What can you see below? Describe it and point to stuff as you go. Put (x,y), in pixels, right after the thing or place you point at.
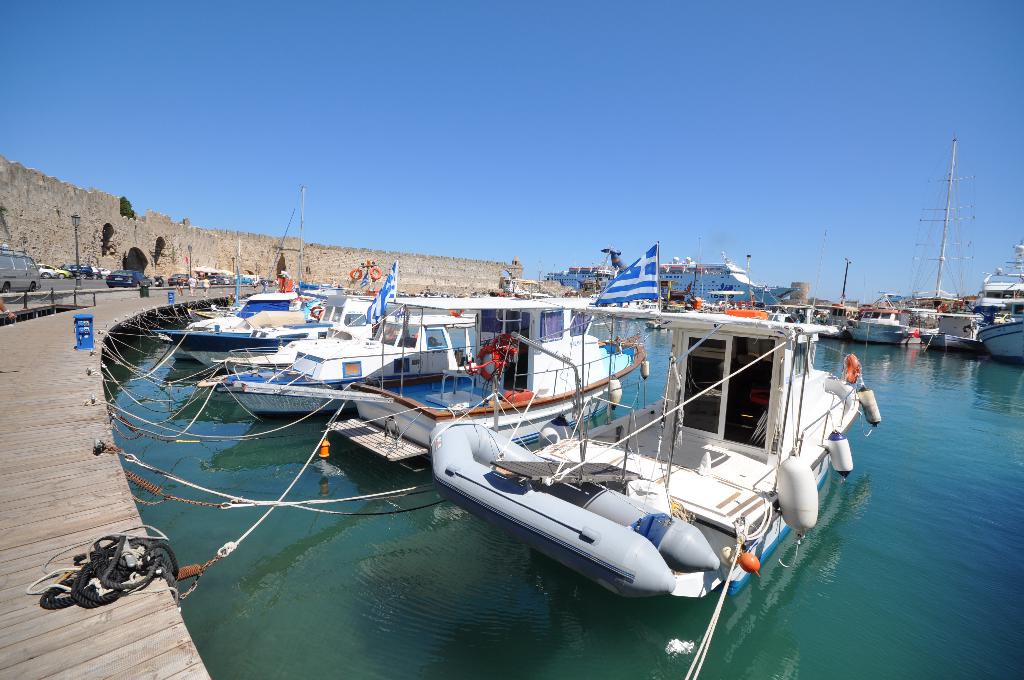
In this image I can see the water (238,411), few boats (534,473) which are blue and white in color on the surface (243,521) of the water (228,491), the wooden bridge (99,529), few tubes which are orange in color and few flags (642,282) which are blue and white in color. In the background (161,278) I can see few vehicles (64,267) on the road (61,285), the wall (145,268), few poles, few boats (901,314), a ship (693,278) and the sky (432,145).
